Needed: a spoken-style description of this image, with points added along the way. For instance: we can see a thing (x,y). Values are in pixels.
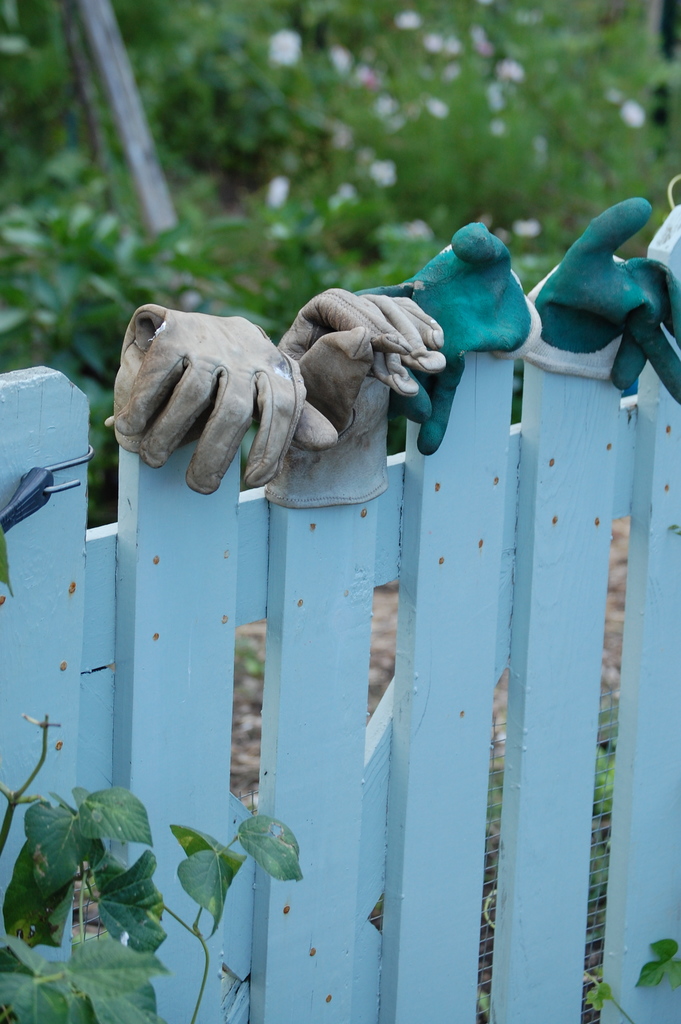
There is a fencing (363,601). On the fencing (348,662) there are gloves (371,309). Also there is a plant (214,921). In the background (342,149) it is blurred and green.
